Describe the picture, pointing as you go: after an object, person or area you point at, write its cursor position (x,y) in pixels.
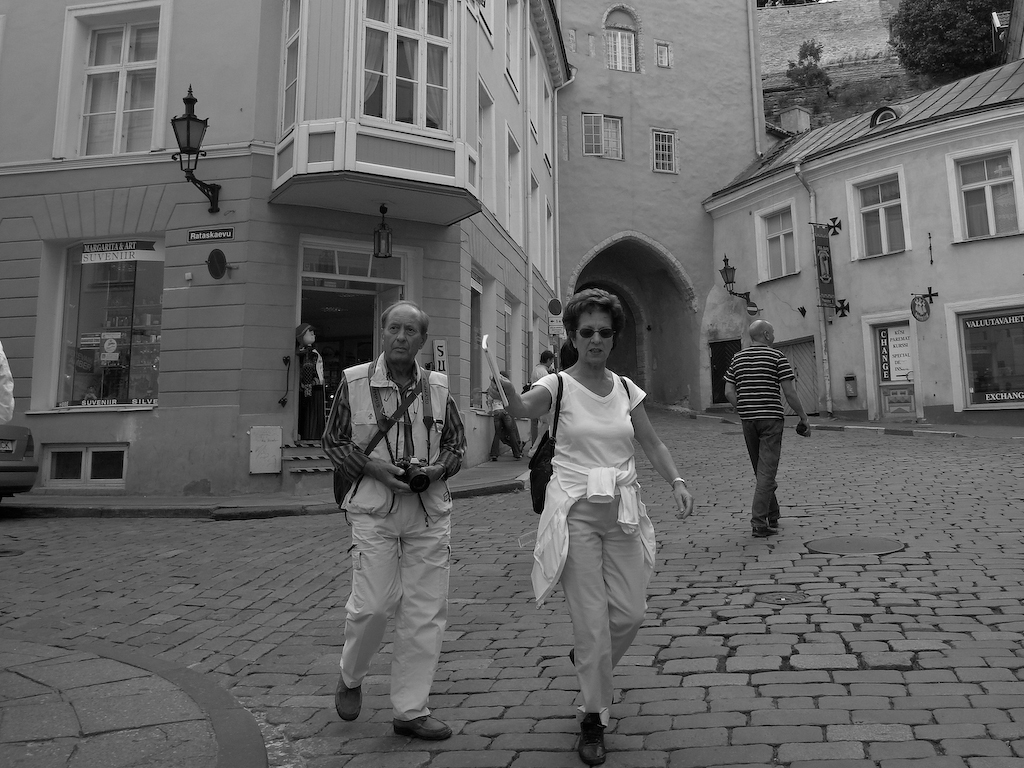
In this picture we can see some people (398,364) on the ground (81,581), lamps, posters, trees (976,40), some objects (317,353) and in the background (419,17) we can see buildings (501,119) with windows (409,82).
